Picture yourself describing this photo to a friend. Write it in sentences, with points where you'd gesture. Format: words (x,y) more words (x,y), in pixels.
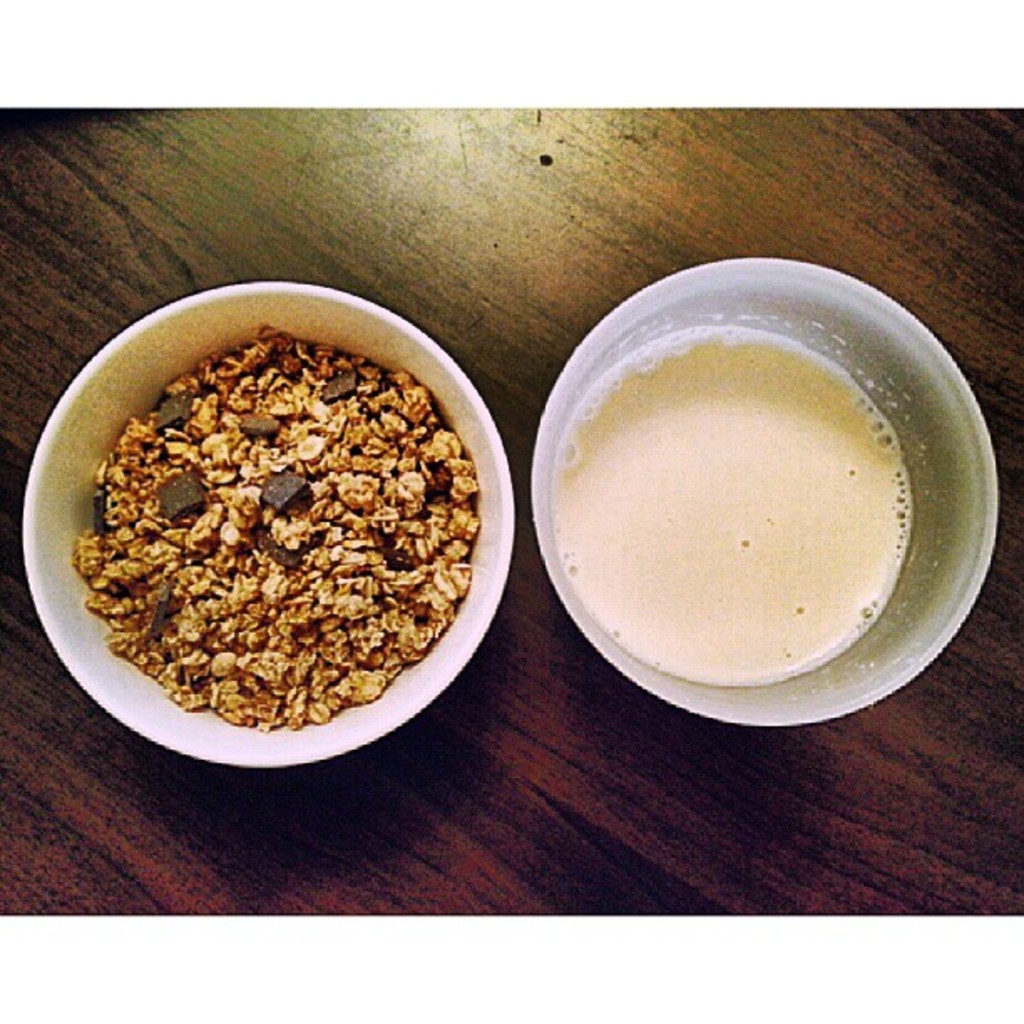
In this image we can see two different food items (399,520) are in white color bowls (766,584) which are kept on a wooden floor (440,271).
